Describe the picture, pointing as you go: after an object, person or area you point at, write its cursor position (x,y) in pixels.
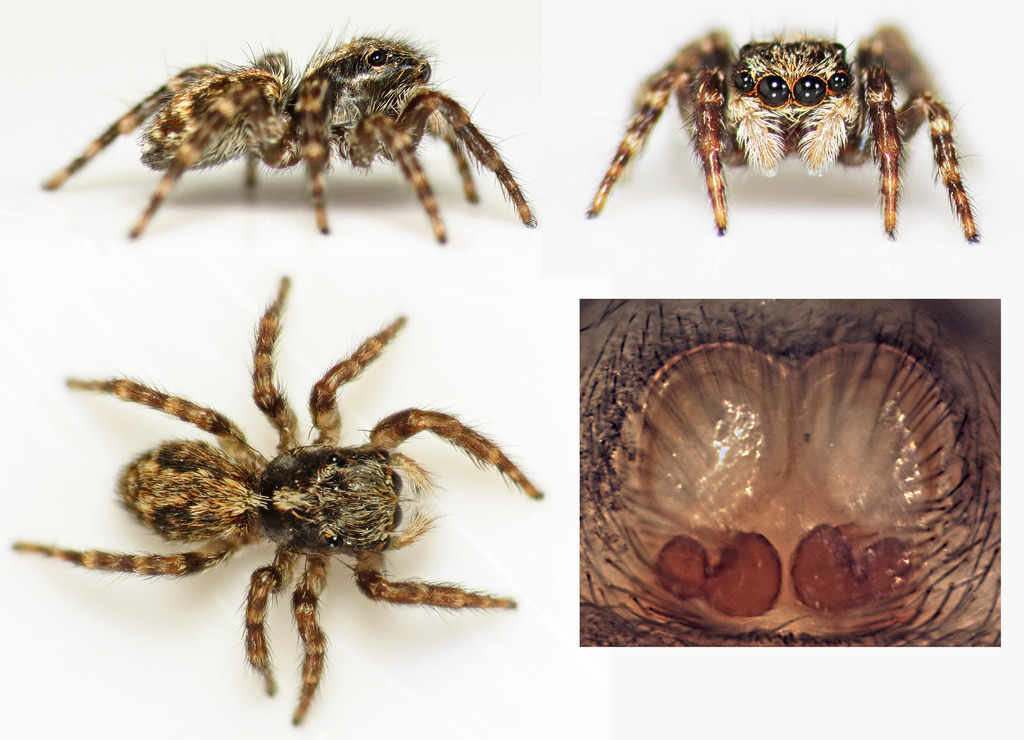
In this picture there are four collage frames. At the top (894,186) and in the bottom left (231,654) I can see the pictures of the spider (221,433). In the bottom right (772,545) I can see the micro photo of the spider (844,497).
